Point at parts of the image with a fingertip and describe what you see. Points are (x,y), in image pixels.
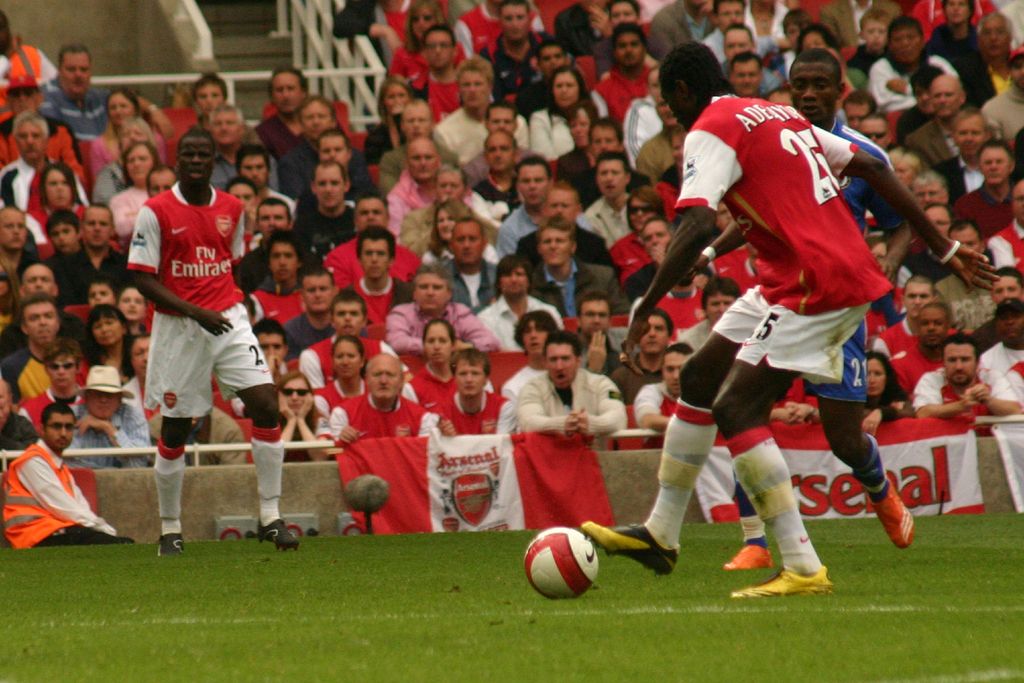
There are people (665,509) playing football on the grassland (460,554) in the foreground area of the image (826,678), there are people (521,177) sitting, posters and stairs (227,4) in the background (332,112).
